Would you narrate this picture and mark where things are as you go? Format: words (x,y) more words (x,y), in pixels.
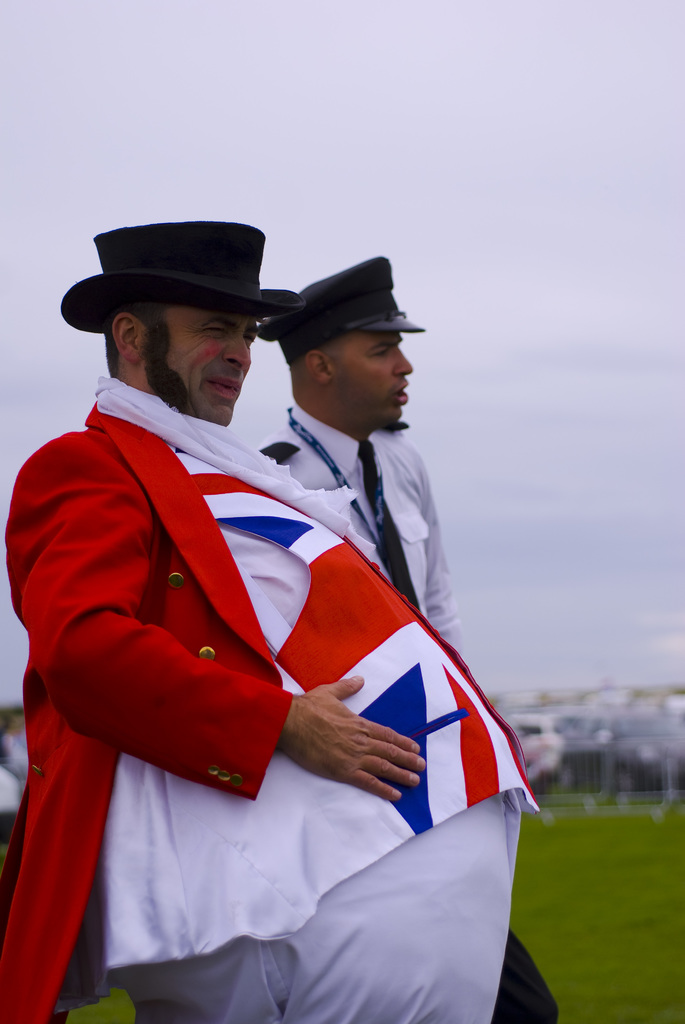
In this image we can see two persons (289,645) and they wore caps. Here we can see grass (646,955). In the background (469,354) there is sky (427,163) with clouds (556,556).
